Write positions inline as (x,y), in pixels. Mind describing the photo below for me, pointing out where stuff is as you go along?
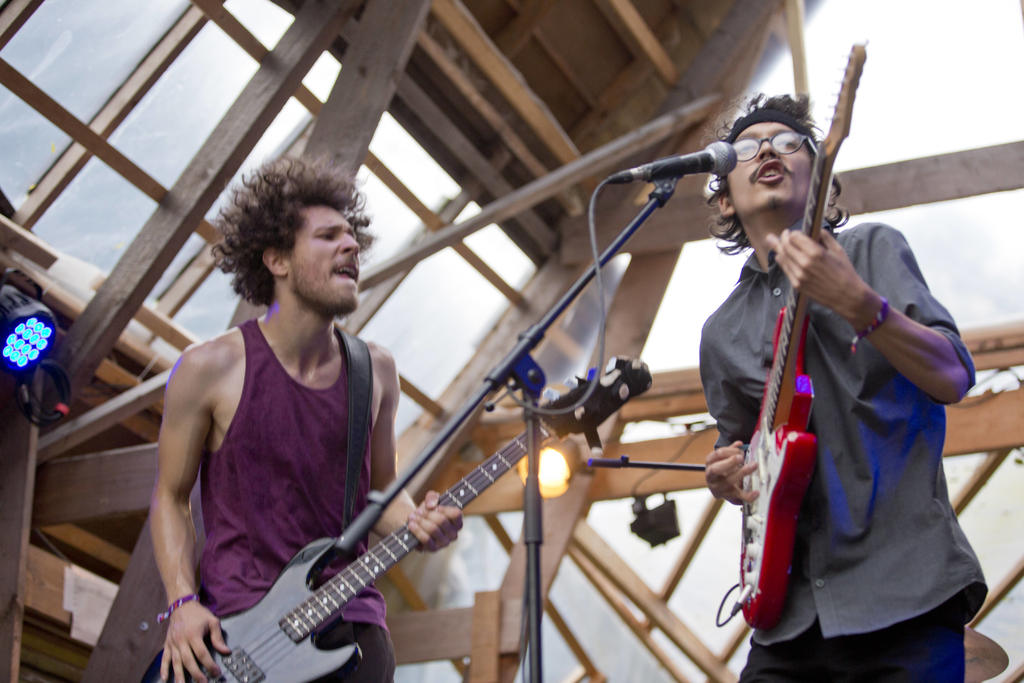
In this picture there are 2 persons (311,516) standing and playing guitar (499,457) and the back ground (346,38) there is light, building (529,234).
